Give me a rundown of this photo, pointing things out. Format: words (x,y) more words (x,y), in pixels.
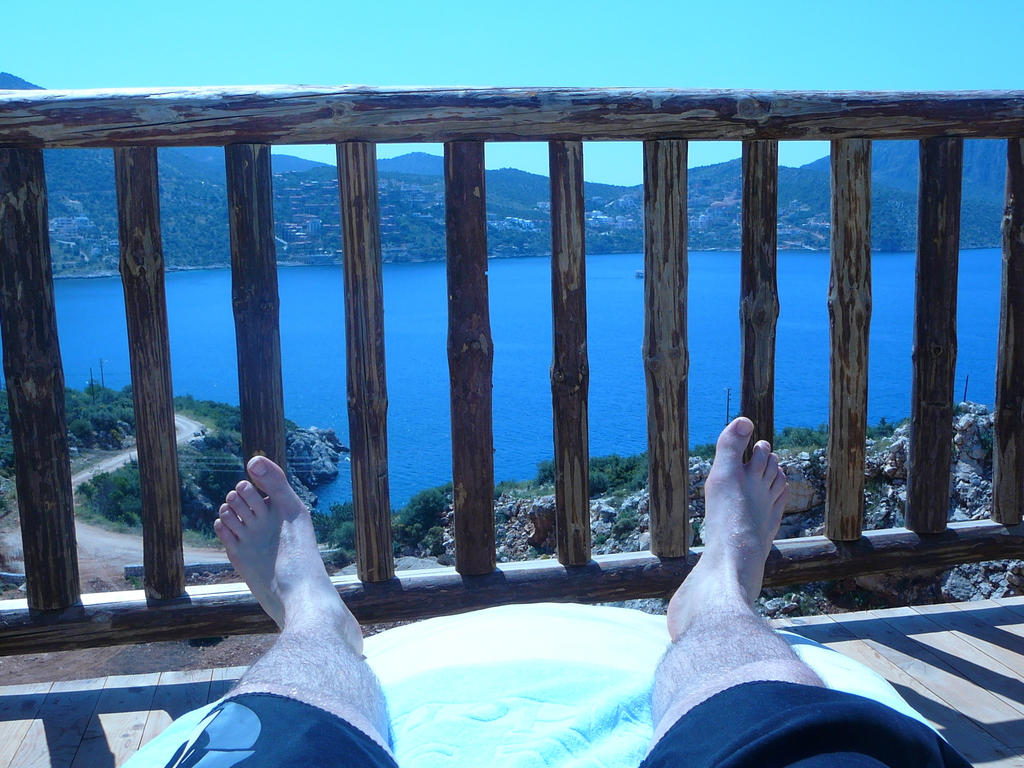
In this image, we can see person legs (695,587) in front of the wooden fencing (833,242). There are some hills (228,235) beside the lake (614,279). There is a sky (512,48) at the top of the image (508,73).
